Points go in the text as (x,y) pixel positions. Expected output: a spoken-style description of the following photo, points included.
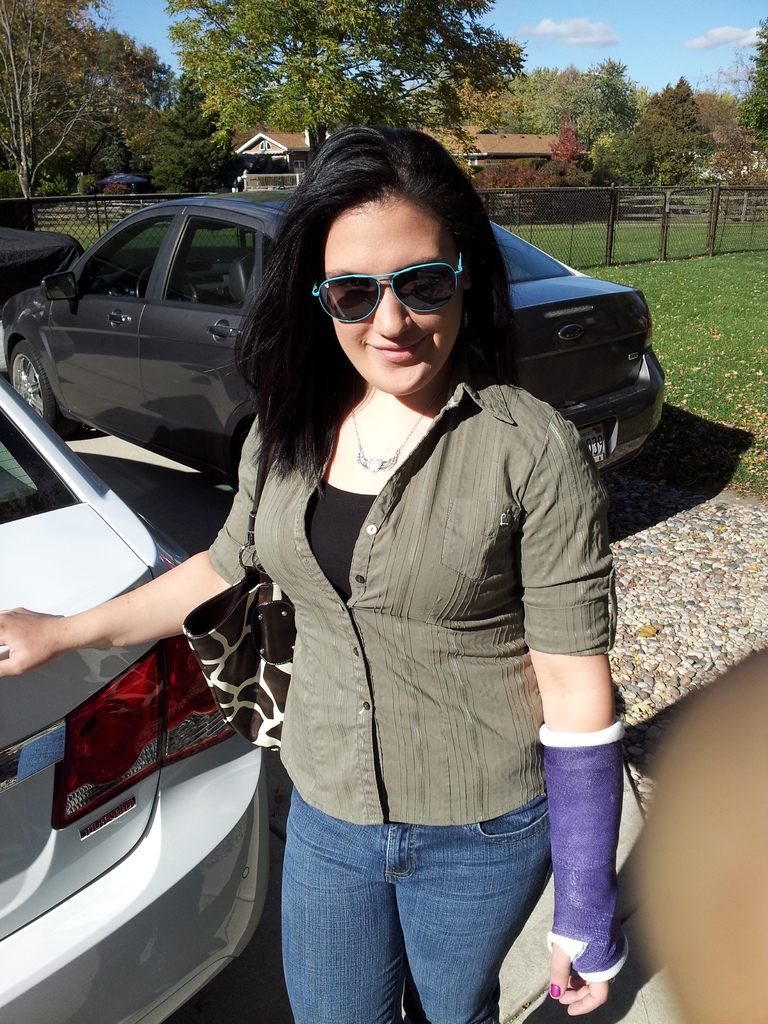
This image is clicked outside. There are cars (12,466) in the middle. There is a person (411,604) standing in the middle (412,486). She is wearing goggles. She has some bandage (588,735) to her hand (581,839). There are trees (464,111) at the top (418,118). There are buildings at the top (298,131). There is sky (558,45) at the top (598,55). There is a fence (540,243) in the middle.
